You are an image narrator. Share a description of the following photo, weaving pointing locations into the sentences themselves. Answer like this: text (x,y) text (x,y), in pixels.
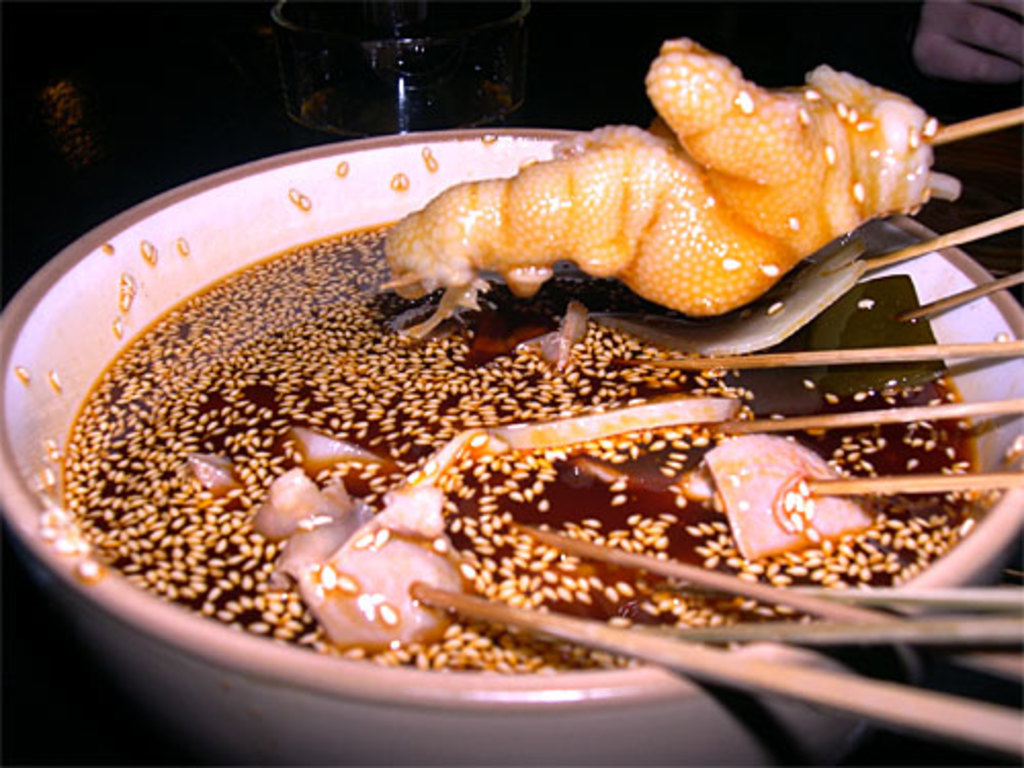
In this image there are some food item (609,373) and wooden sticks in a bowl (354,226), beside the bowl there is a glass (445,52) with a drink (467,76) and a person's hand (968,12).
